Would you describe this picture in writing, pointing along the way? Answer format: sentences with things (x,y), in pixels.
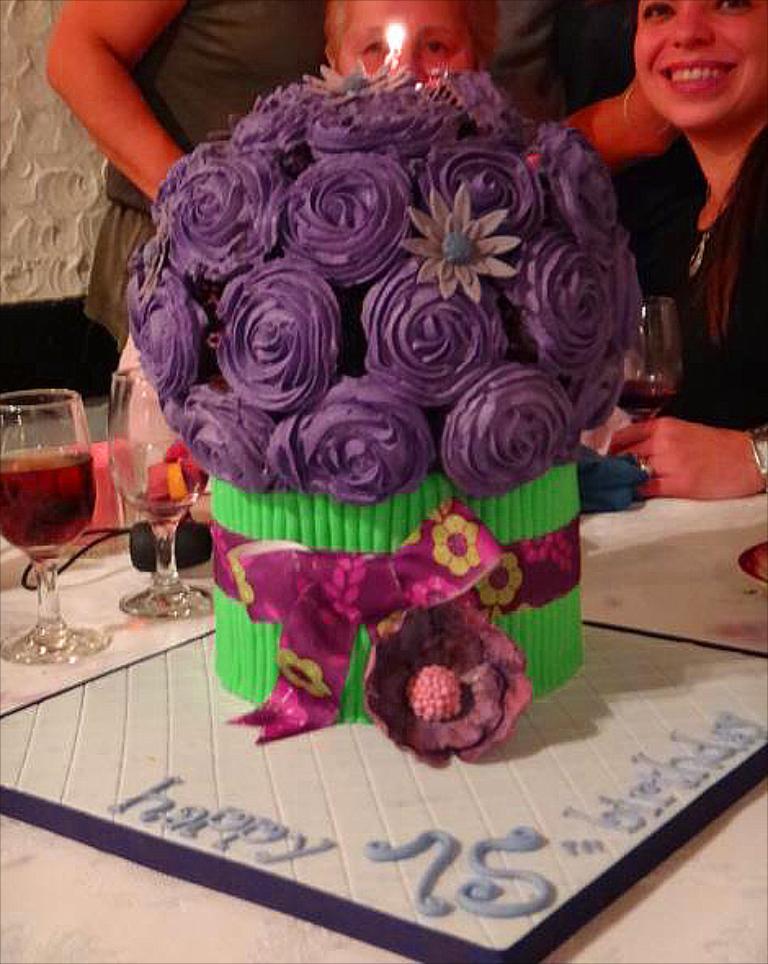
In this picture there are two people (652,85) sitting and one of them smiling and there is a cake (401,571) in front of them.
